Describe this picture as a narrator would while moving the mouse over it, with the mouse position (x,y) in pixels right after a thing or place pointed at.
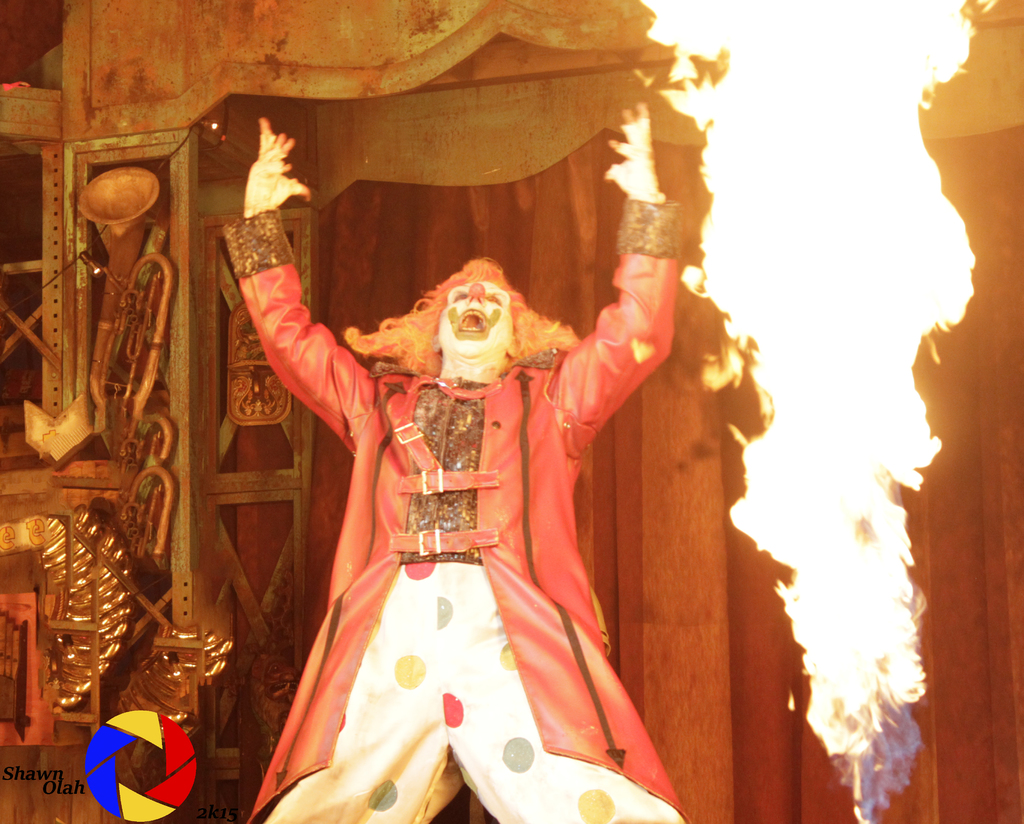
In the middle of the image (531,477) we can see a man (554,420), he wore costumes (389,386), beside him we can see fire (849,414), in the bottom left hand corner (105,757) we can see some text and a logo (107,782).
